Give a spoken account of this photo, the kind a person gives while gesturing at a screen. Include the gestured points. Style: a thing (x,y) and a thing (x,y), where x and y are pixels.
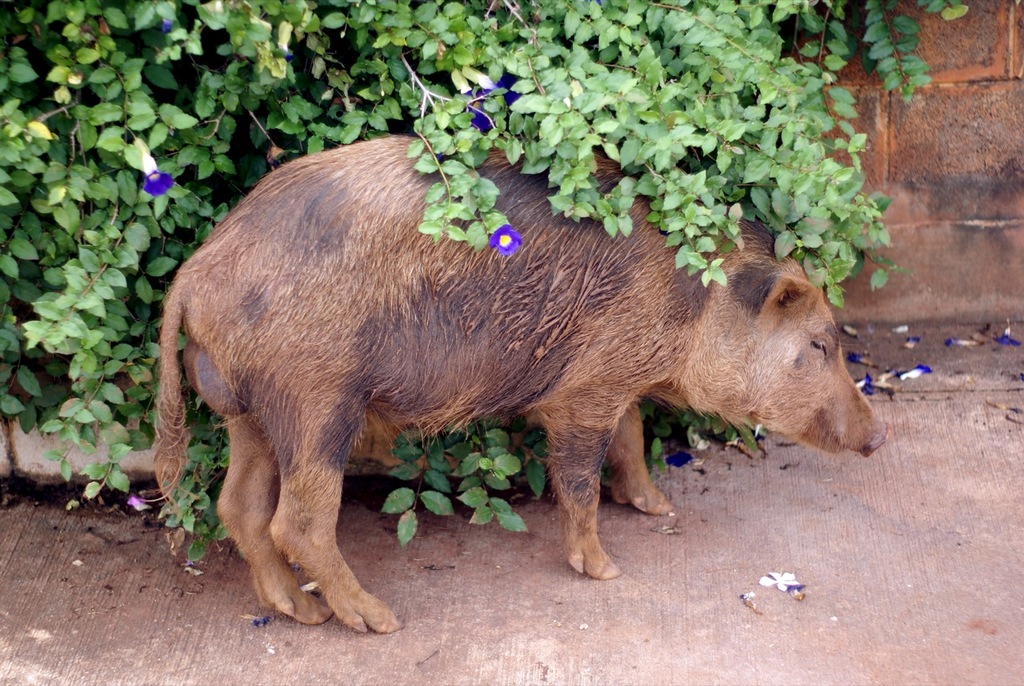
In this picture we can see a pig (574,421) in the front (588,384), on the left side (92,116) there are leaves (556,74) and flowers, on the right side (927,104) we can see a wall (919,107).
